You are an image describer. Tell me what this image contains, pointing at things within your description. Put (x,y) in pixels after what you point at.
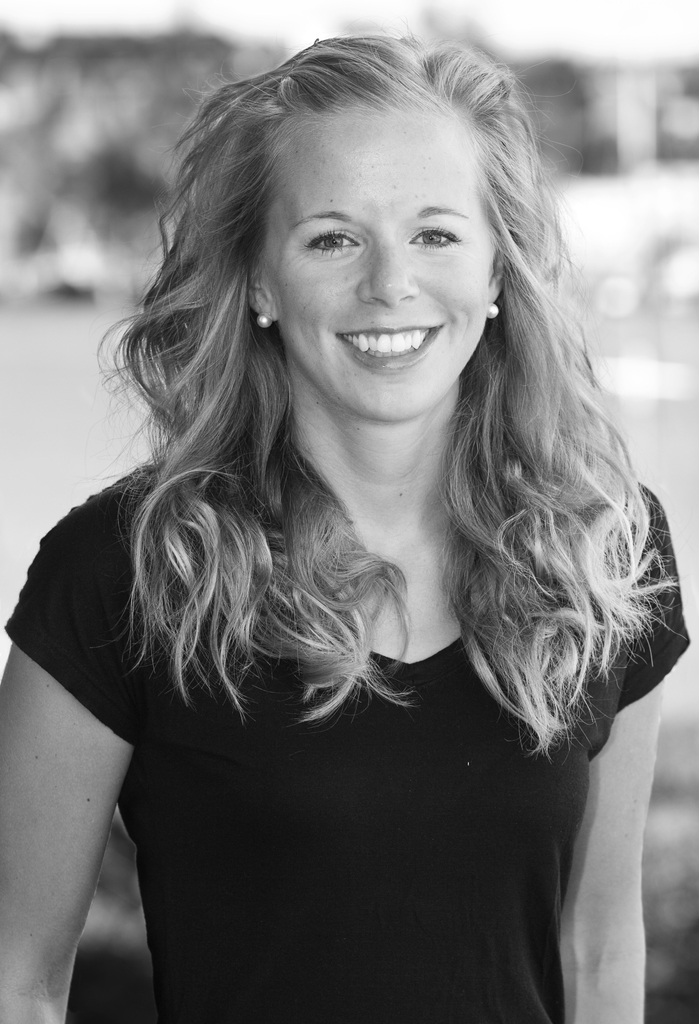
In the middle of the image (399,466) a woman (158,965) is standing and smiling. Background of the image (675,142) is blur.
